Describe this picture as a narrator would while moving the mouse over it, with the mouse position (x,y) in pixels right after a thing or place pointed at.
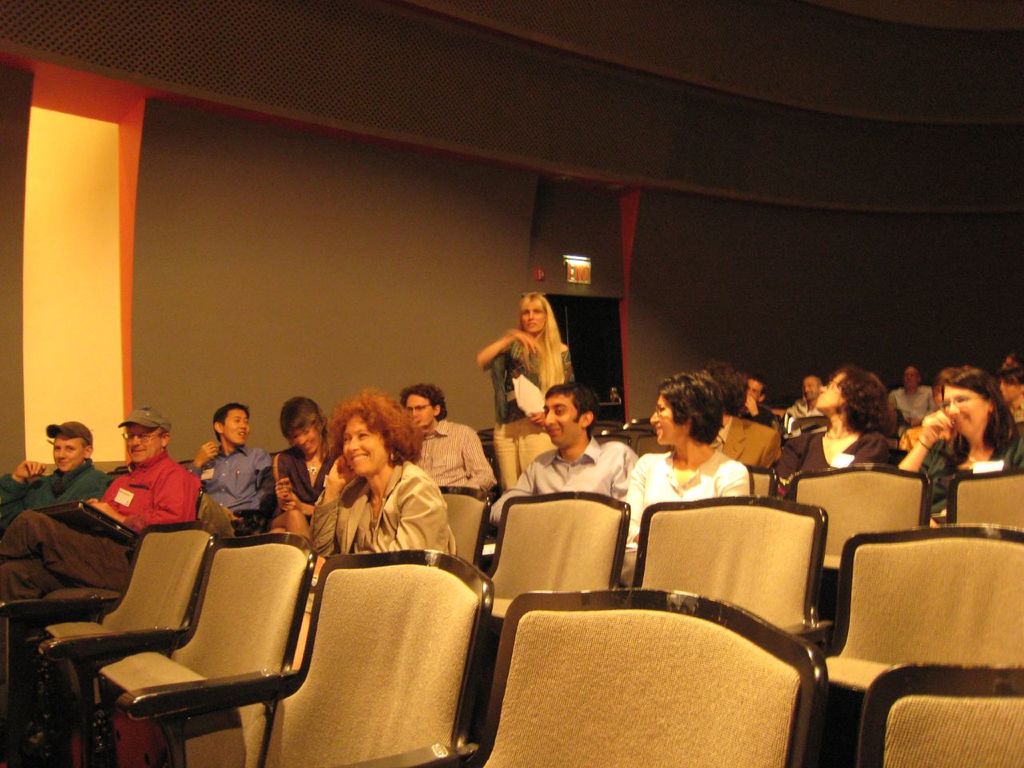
There are some people (313,434) sitting in the chairs (278,533) in this room (284,502). There are men (270,472) and women (377,472) in this group (564,457). One of the woman (535,353) is standing here. In the background (321,245) there is a wall (298,240).
